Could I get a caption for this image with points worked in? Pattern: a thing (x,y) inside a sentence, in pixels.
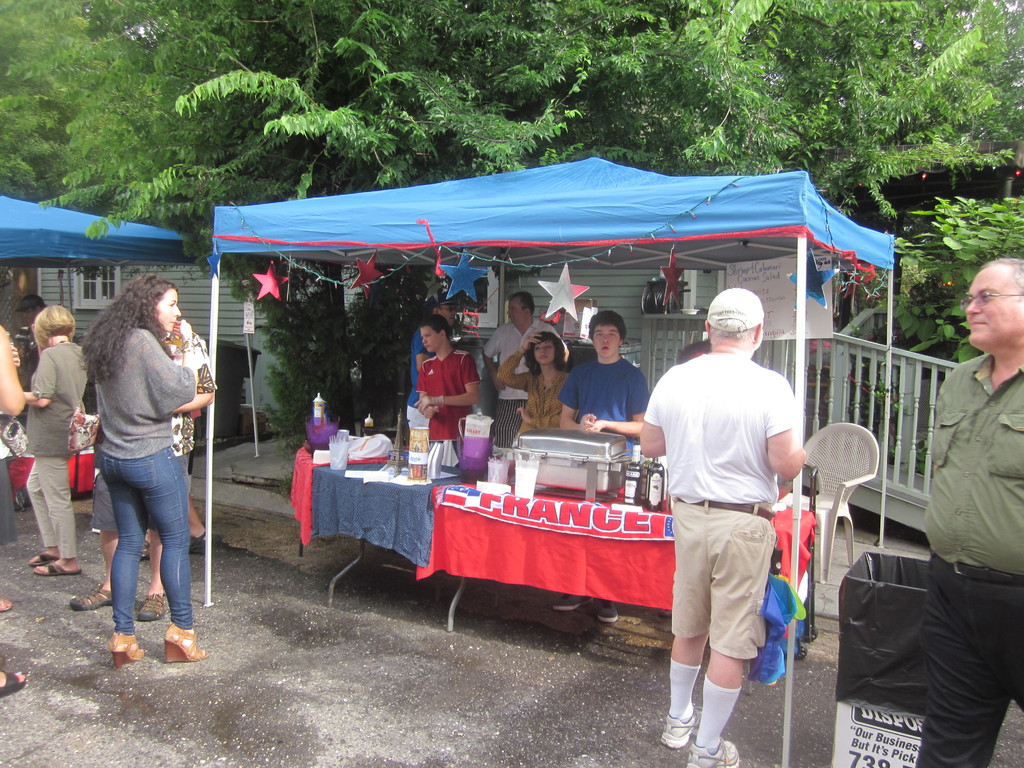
In this picture we can see there are groups of people (44,490) standing and some people (436,354) are standing in a stall (468,342). In front of the people (472,377) there is a table (431,490) and on the table (457,475) there are some items (463,468). Behind the stall (221,232) there is a house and trees (259,119).
